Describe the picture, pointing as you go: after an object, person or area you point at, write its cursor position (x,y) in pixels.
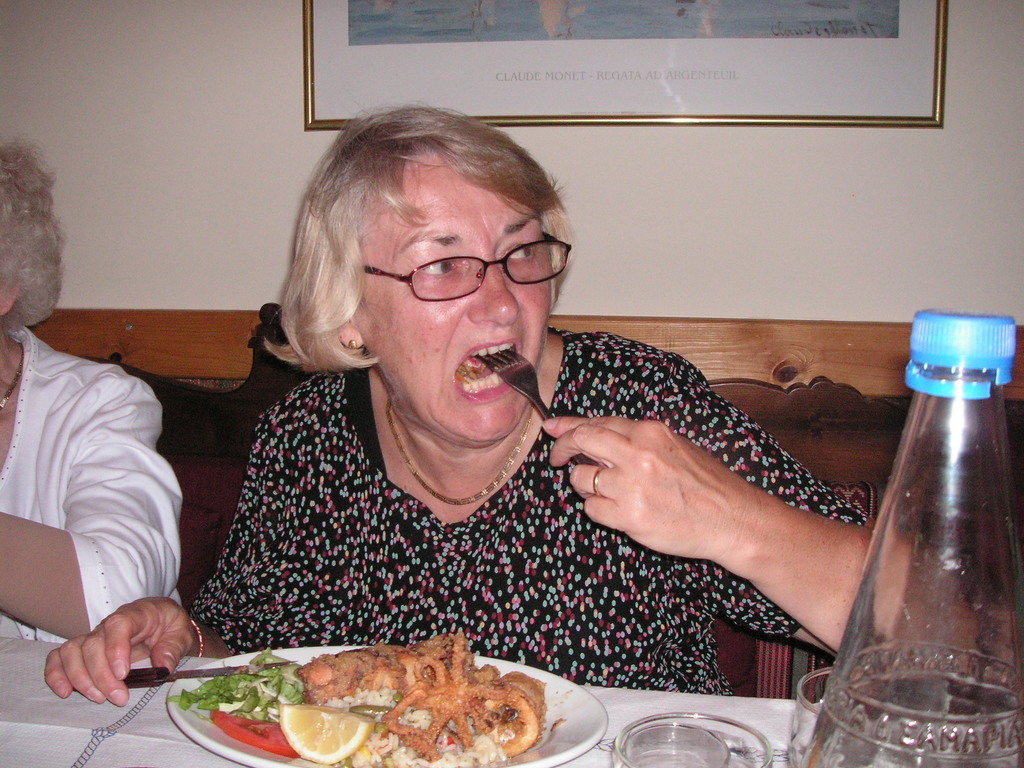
In this image i can see a woman (578,358) sitting and eating, there is a food (495,726) in a plate (567,727), a glass (748,727), a bottle (826,725) on a table (182,759) at left (72,456) there is other person (49,373) sitting at the back ground (377,84) i can see a frame (328,69) attached to a wall (232,88).
